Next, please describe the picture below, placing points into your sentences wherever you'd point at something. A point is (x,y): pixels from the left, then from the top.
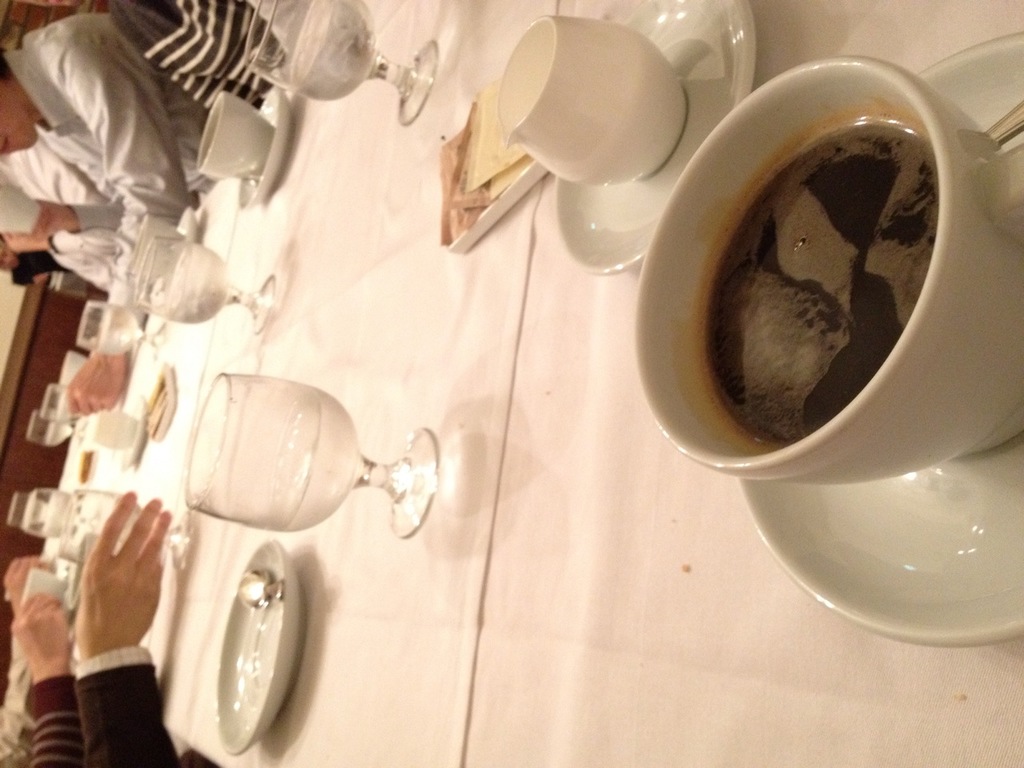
In this image we can see the table (326,236) with a white cloth (507,582) and there are some glasses (279,450), cups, plates (230,700) and some other objects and we can see some people (60,184) sitting around the table (507,10).
